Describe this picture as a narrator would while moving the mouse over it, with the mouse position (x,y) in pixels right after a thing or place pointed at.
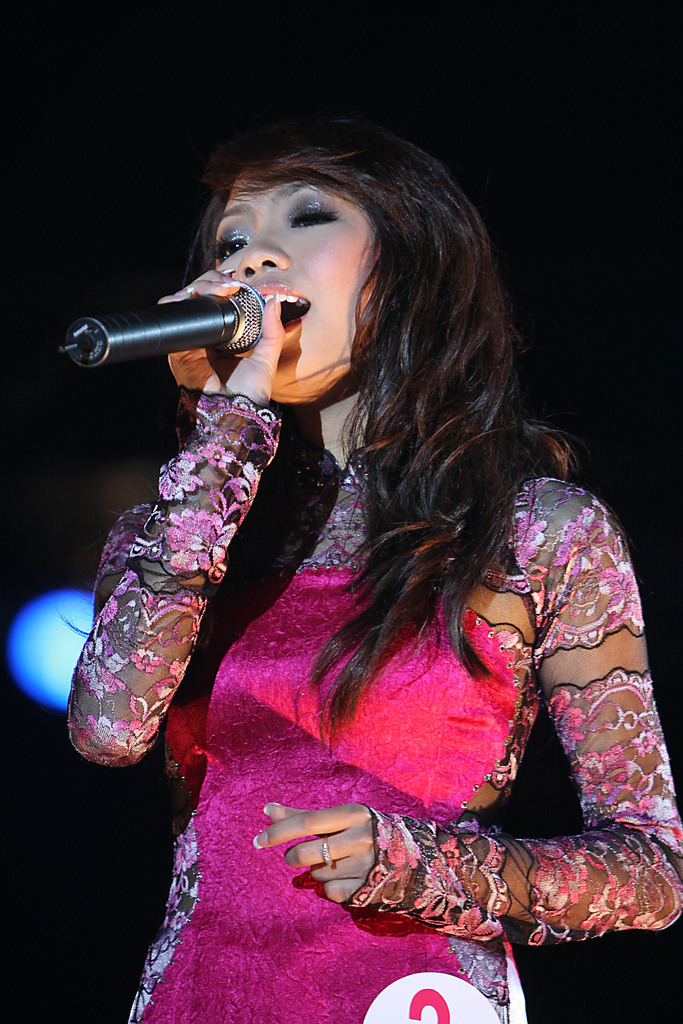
In this picture we can see a woman (194,648) in the pink dress (229,777) is holding a microphone (177,341) and singing a song and behind the woman (356,781) there is a dark background (282,27).
